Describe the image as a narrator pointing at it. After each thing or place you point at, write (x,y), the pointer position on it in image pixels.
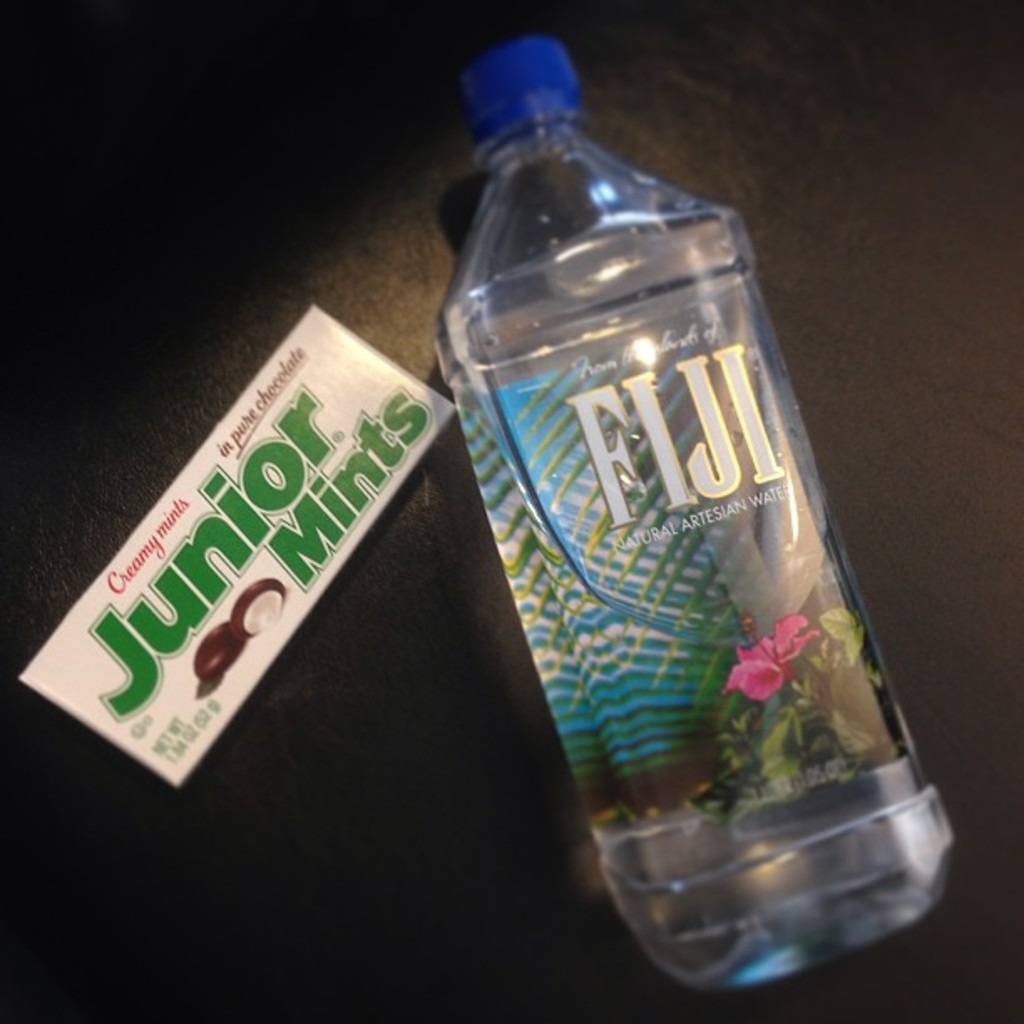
A bottle (568,549) with a water (594,614) and candy box (334,558).
